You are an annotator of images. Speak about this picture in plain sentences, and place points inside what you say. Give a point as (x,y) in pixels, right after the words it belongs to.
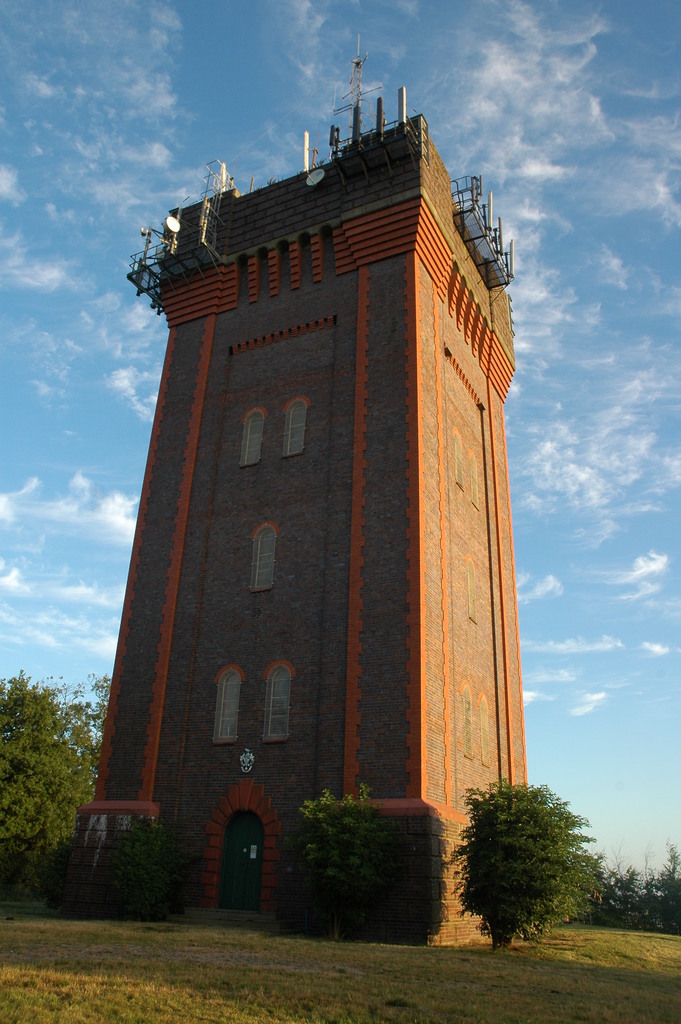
In this image there is a building (425,296) in the middle (270,669). Around the building (142,801) there are trees (522,884). On the top of the building (338,236) there are towers (359,62). The sky (184,195) is cloudy.
